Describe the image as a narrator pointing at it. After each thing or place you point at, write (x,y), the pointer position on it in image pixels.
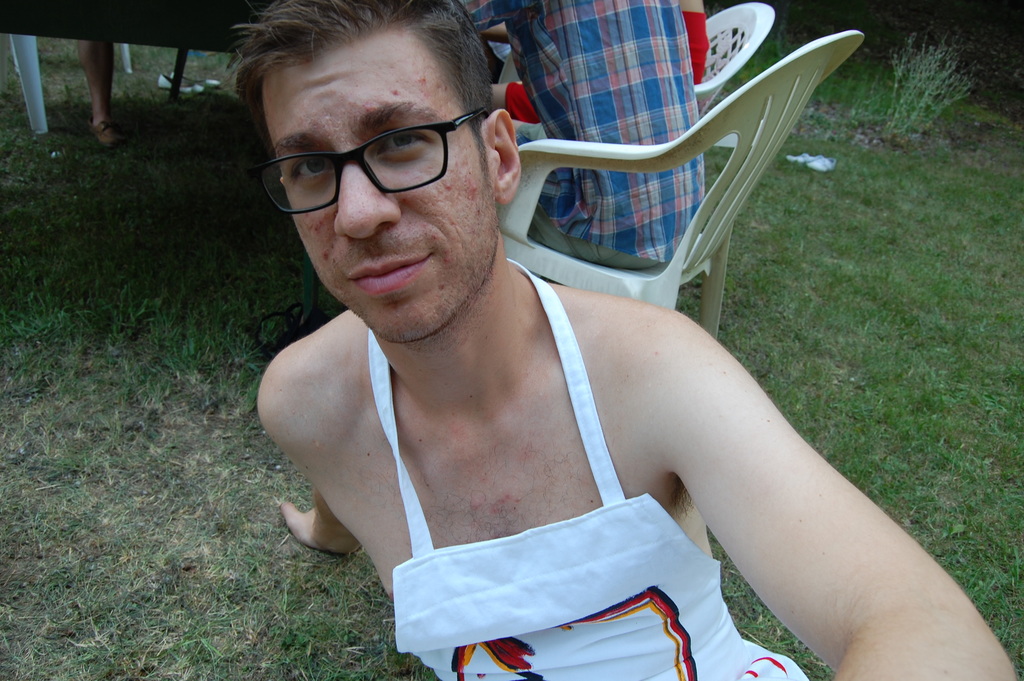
In this image there is a man (419,542) sitting on the ground (276,610). He is wearing spectacles (399,156). Behind him there are people (631,68) sitting on the chairs (626,147). There are plants (894,92) and grass (822,357) on the ground (161,447).
